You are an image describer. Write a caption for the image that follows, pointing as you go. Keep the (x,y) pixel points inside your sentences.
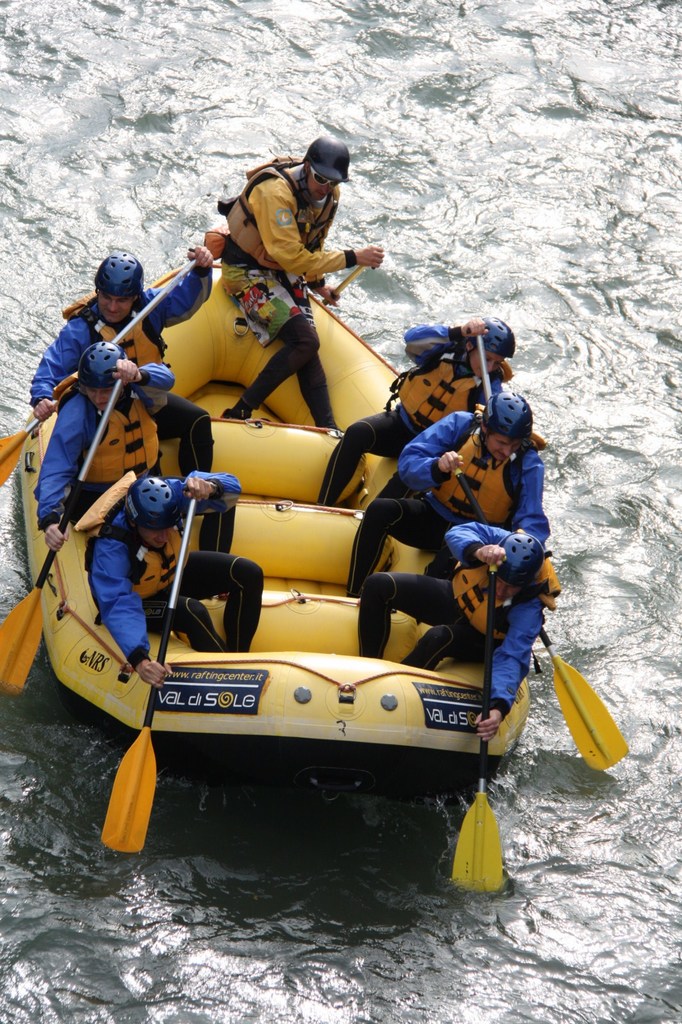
This image consists of seven persons (73,357). They are wearing safe jackets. The boat (324,656) is in yellow color. At the bottom (272,865), there is water (660,951). All are wearing helmets (148,500).
